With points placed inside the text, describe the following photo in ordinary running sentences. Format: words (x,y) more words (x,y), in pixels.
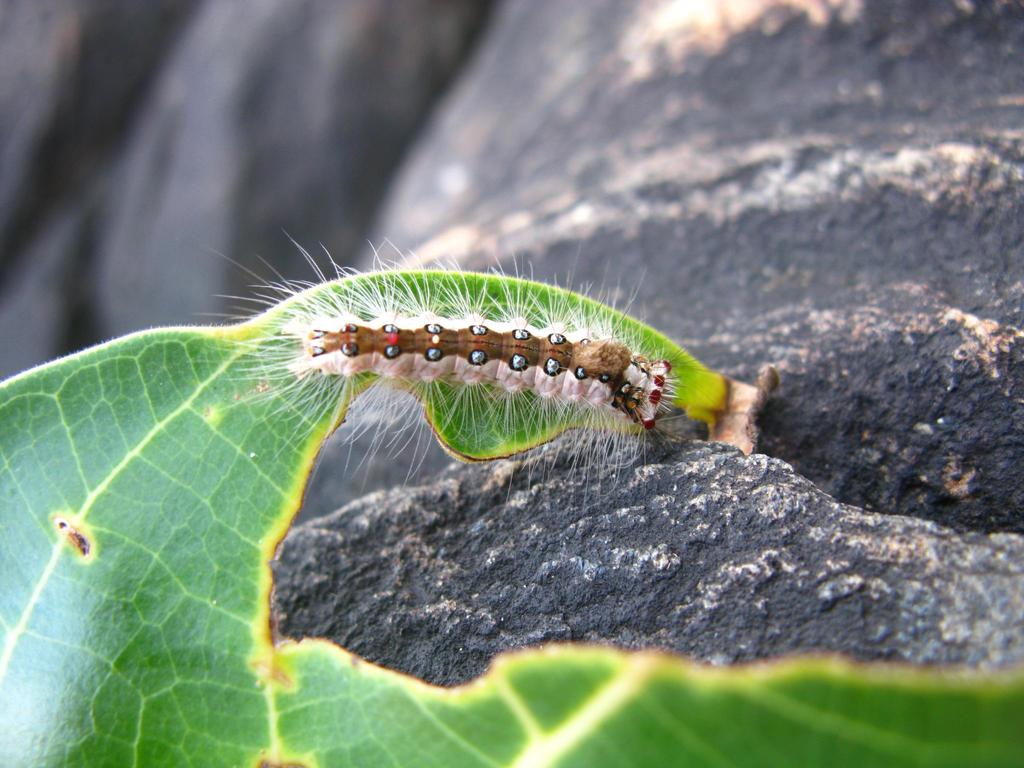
In this picture we can see a caterpillar (480,356) and a leaf (189,545) in the front (200,623), in the background (758,220) there is a rock (628,141).
